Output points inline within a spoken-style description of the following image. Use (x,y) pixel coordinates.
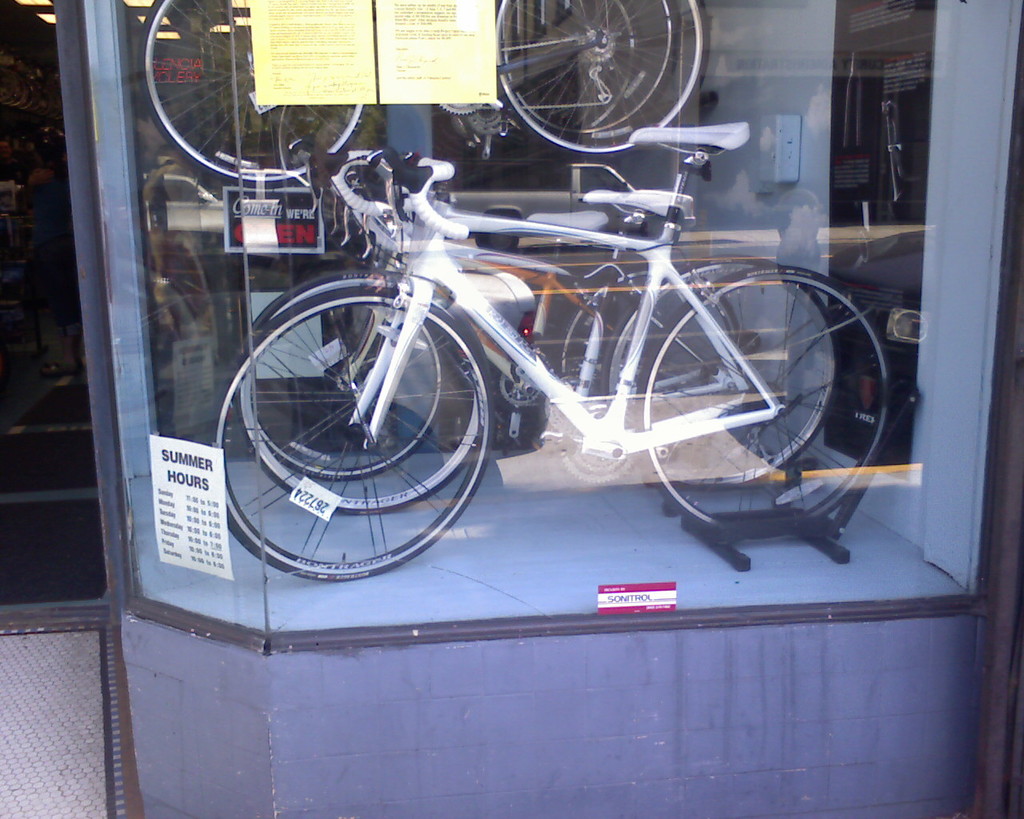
In the picture we can see some bicycles (461,497) are placed in the show case (172,428) which is covered with glass (485,599).
